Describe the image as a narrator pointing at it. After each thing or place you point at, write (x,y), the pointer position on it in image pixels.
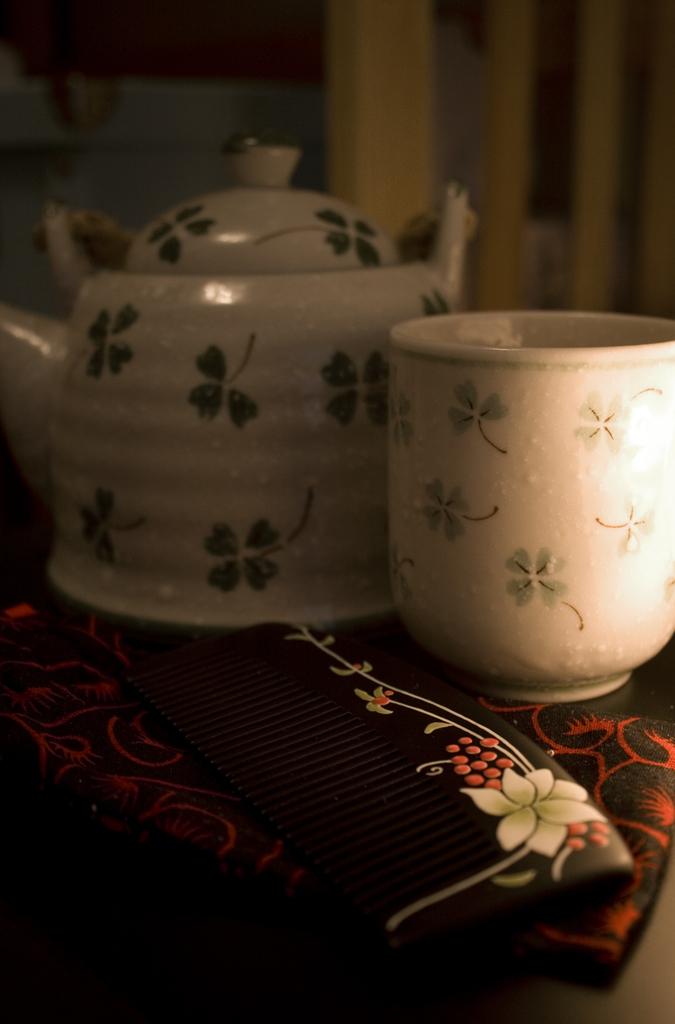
In this image, we can see a kettle (230,326), cup (588,519) and comb (452,736).
